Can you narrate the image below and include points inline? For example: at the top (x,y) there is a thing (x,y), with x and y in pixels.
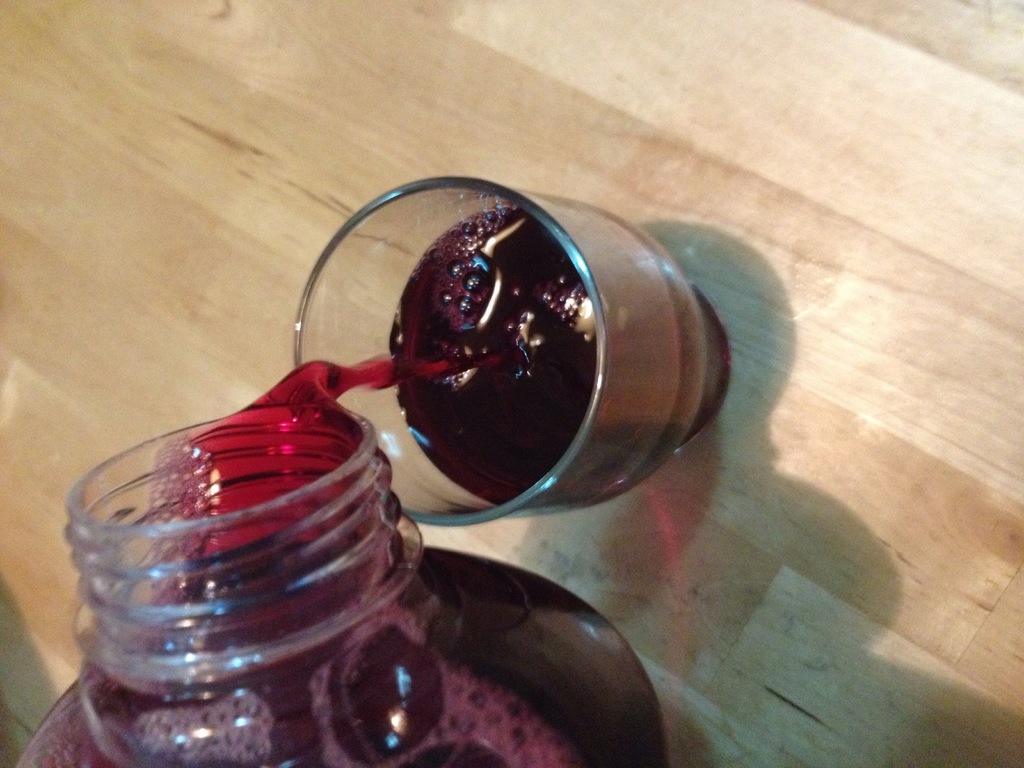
In this image i can see a glass (630,335) and bottle (288,531).
